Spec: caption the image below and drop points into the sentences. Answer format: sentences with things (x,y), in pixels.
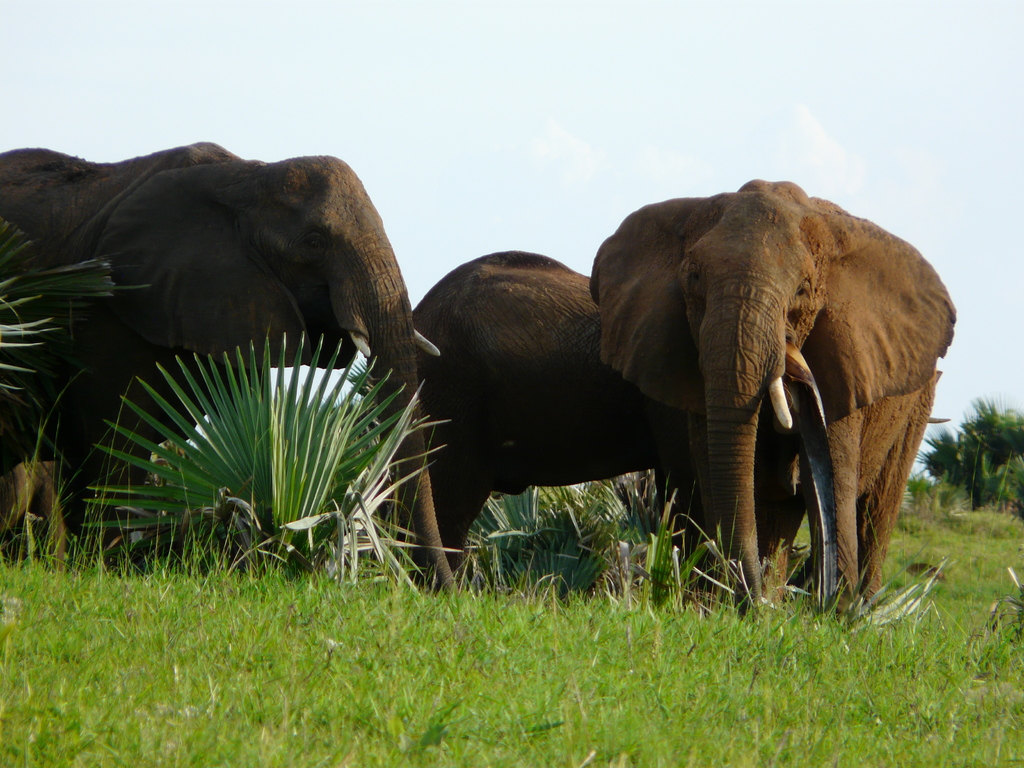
In this image we can see a herd (205,386) standing on the ground (473,580), trees (491,533) and sky (585,138) in the background (335,134).
